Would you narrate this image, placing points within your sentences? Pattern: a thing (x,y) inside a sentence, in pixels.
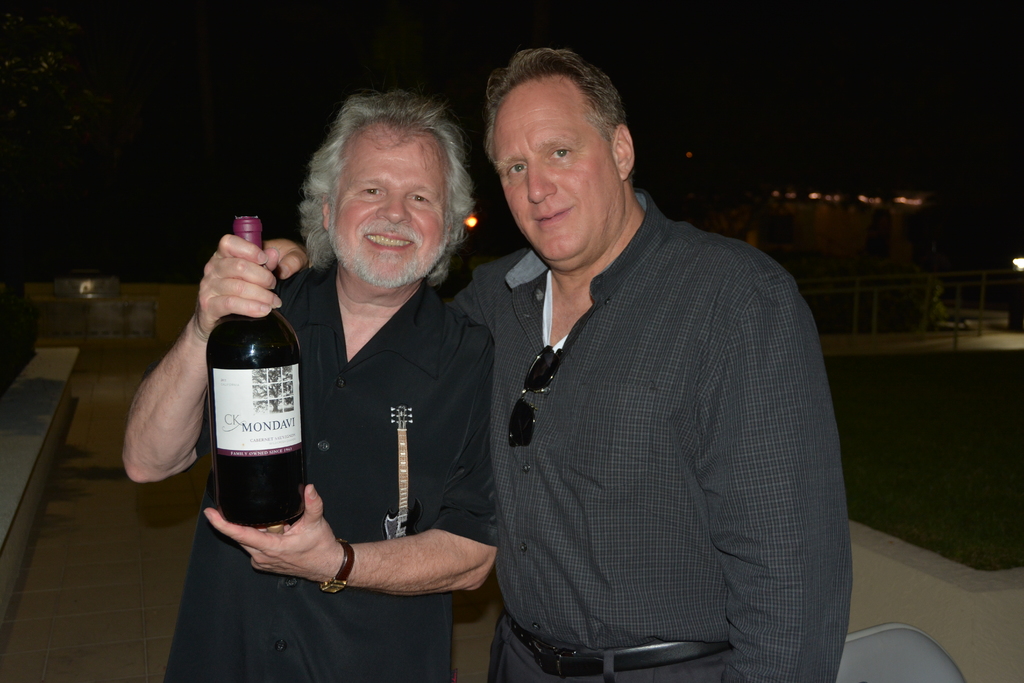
In the picture we can see a two men (699,242) standing near to each other and one man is holding a wine bottle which is black in color and with white color names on it MONDAVI, in the background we can see a wall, railing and some chair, they are wearing a black shirts (656,246).
